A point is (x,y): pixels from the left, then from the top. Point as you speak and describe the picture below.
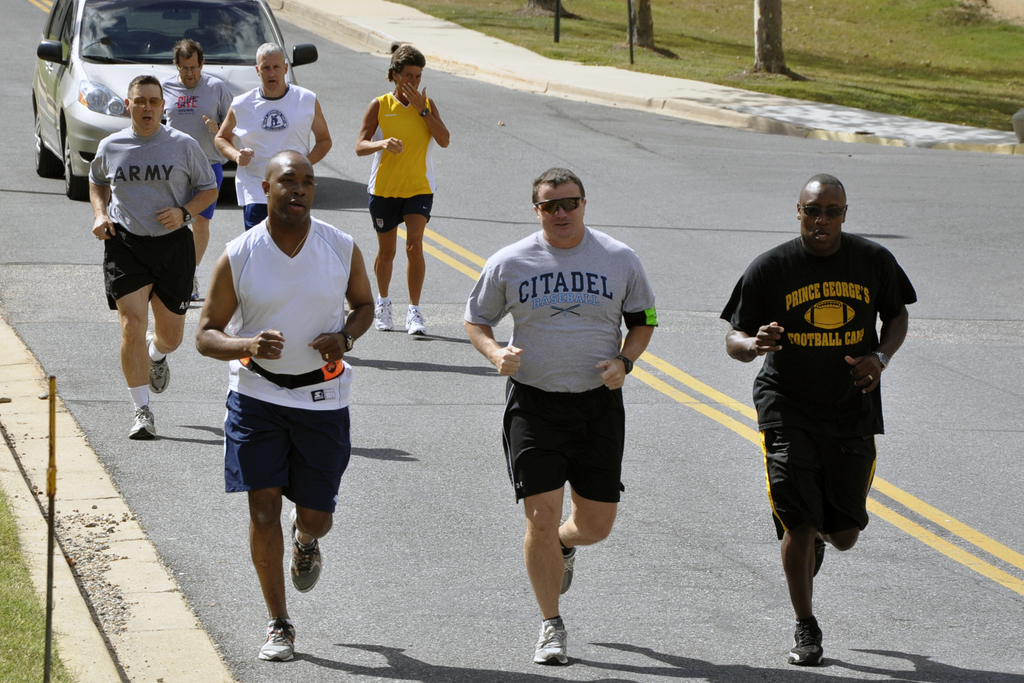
As we can see in the image there is a white color car (70,109), group of people (857,491), grass (922,60) and tree stems (770,35).
